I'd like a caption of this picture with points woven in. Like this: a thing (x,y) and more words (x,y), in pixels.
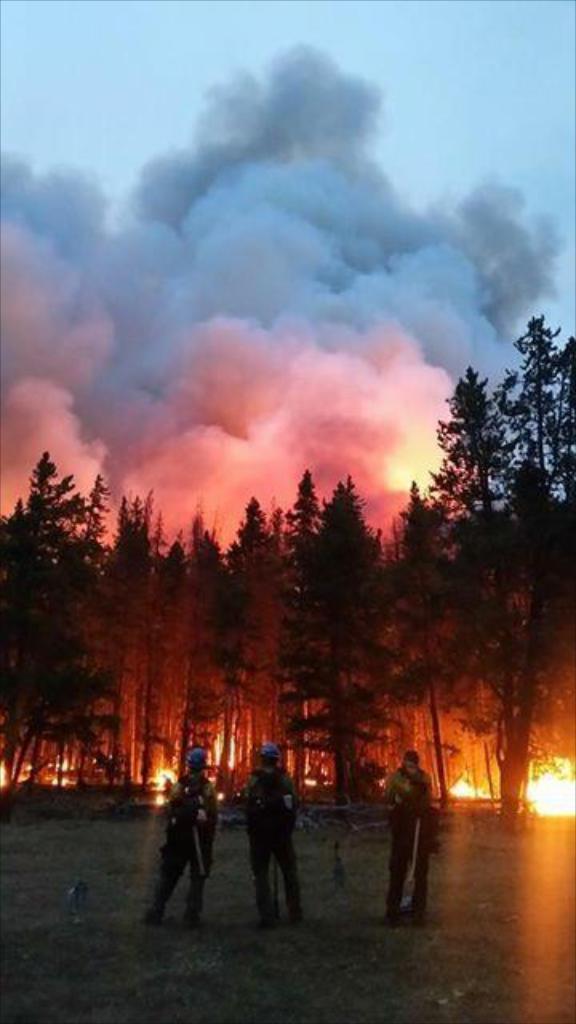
In the foreground of this image (352,841), there are three men (294,863) standing on the grass (234,855) wearing backpacks (267,807) and helmets (199,762) on their heads (274,759). In the background (450,710), there are trees (391,563), fire (542,803), smoke (375,236) and the sky (446,76).
